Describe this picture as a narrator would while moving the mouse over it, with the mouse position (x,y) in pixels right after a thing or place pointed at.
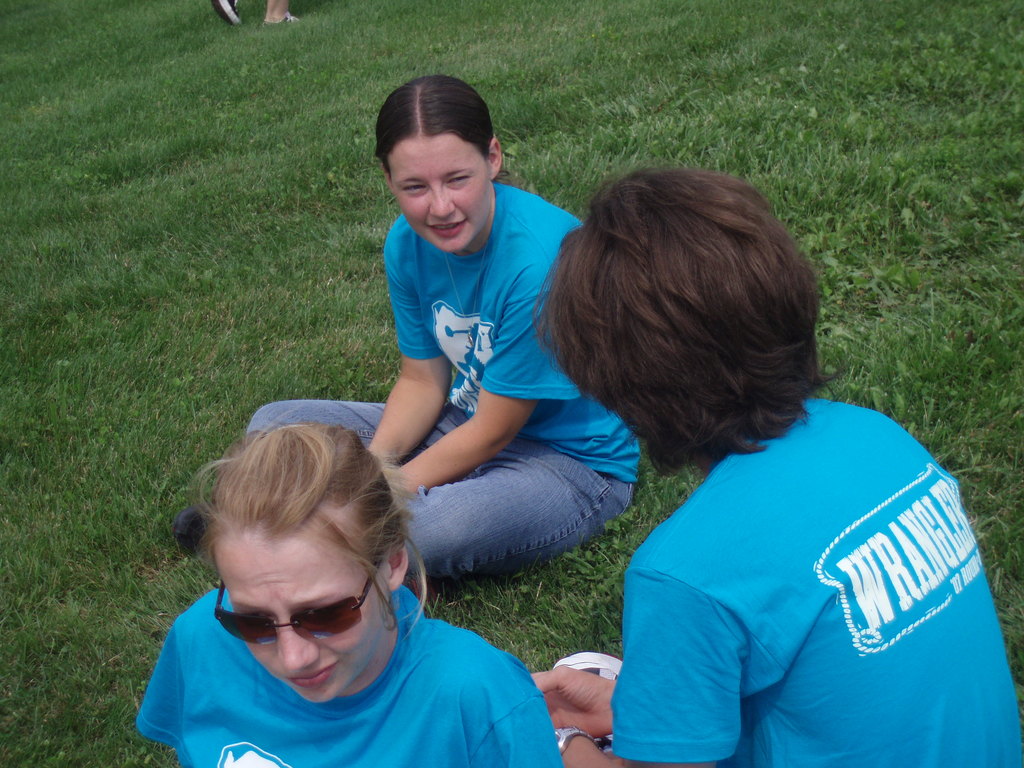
The picture consists of people (409,337) and grass (253,170). On the top (229,3) we can see the legs (281,14) of a person (231,16).
